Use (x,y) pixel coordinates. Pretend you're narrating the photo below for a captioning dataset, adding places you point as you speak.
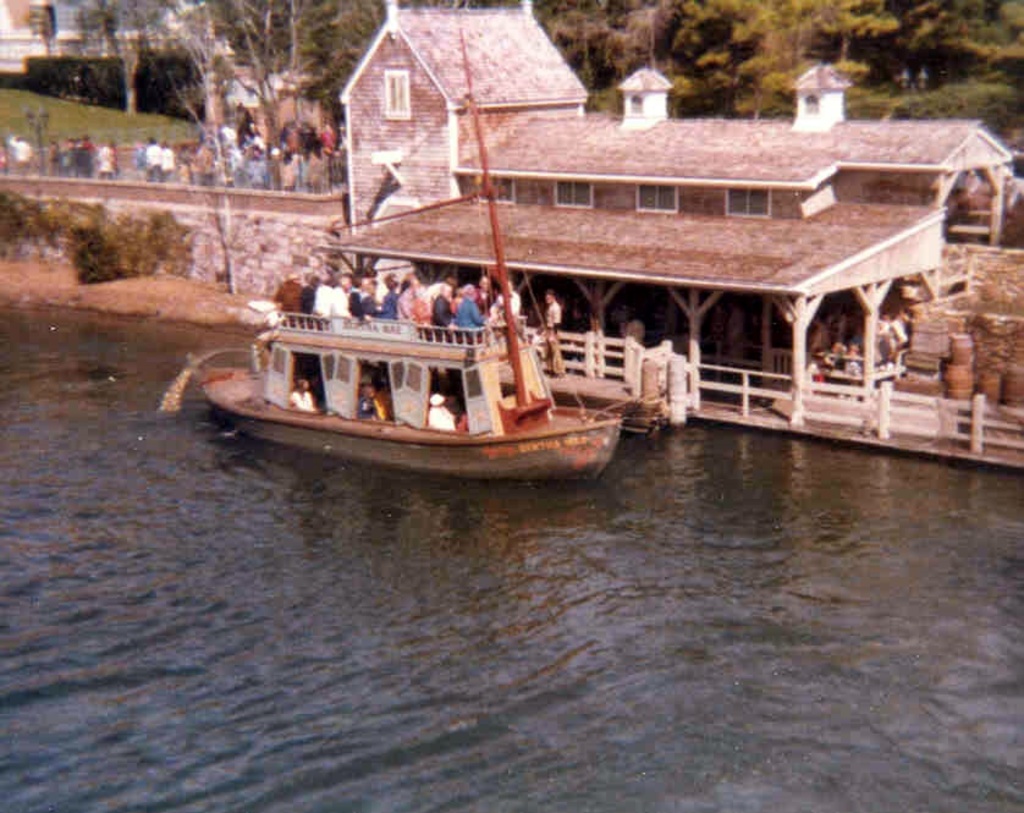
In this image I can see the boat (406,414) on the water (409,526). I can see few people (366,383) in the boat (368,335). In the background (585,323) I can see the railing (585,336), buildings (556,238), few more people (153,173) with different color dresses (238,157) and many trees (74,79).
